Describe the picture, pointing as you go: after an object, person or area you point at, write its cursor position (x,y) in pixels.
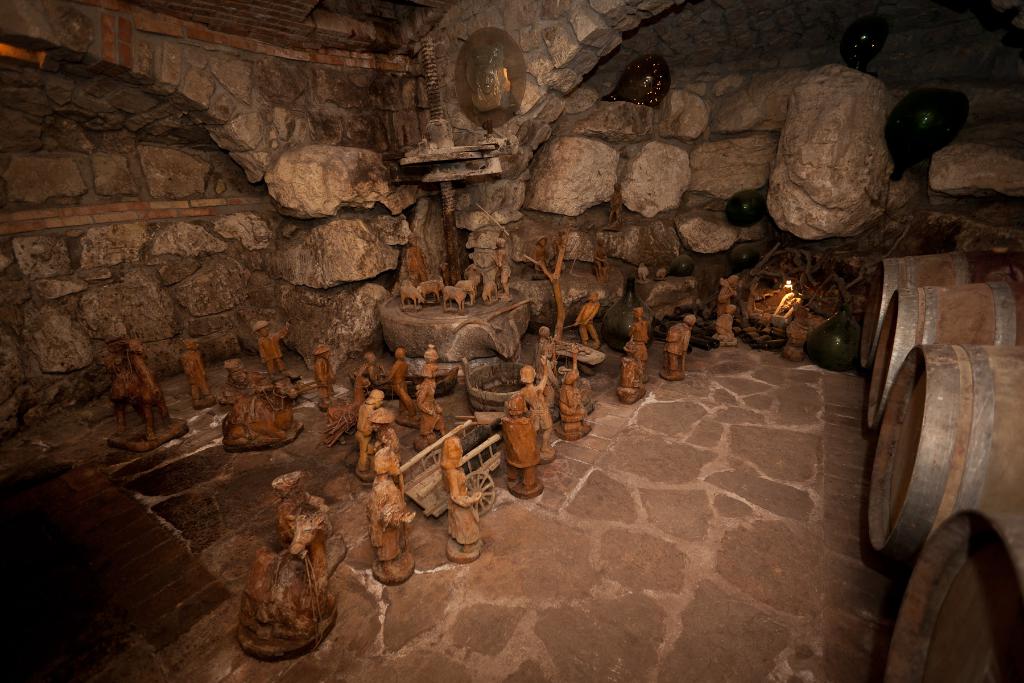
In this image we can see many sculptures (387,475) placed on the floor (616,390). In the background (458,118) we can see walls (63,274) and bins (970,486).
